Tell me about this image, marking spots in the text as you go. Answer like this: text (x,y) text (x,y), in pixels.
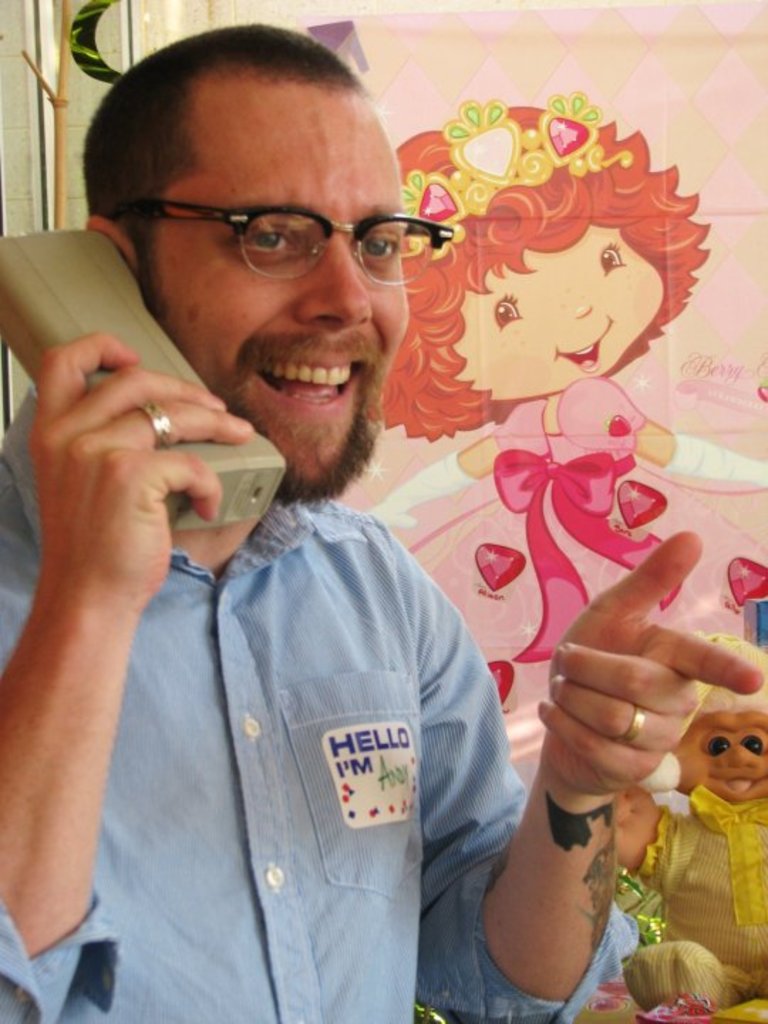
This image is taken indoors. In the background (79,104) there is a wall (88,86) and there is a banner (522,125) with an image (629,316) of a cute girl (588,398) on it. On the left side of the image (223,188) a man (293,535) is standing and he is holding a telephone (110,332) in his hand (135,360) and talking. He is with a smiling face (319,366). On the right side of the image (696,877) there is a doll (695,967).
